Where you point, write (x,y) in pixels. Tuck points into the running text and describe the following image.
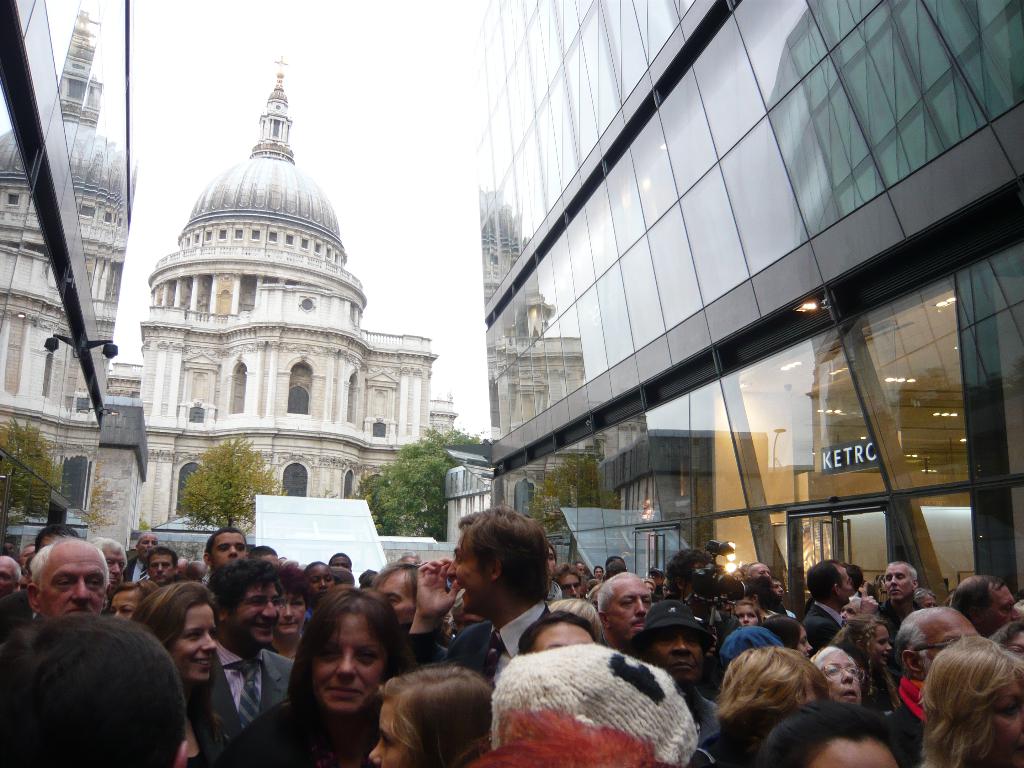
This is the picture of a place where we have two buildings (47,292) and some people (482,556) in between the buildings (19,426) and behind there is an other building (206,411) and some trees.
